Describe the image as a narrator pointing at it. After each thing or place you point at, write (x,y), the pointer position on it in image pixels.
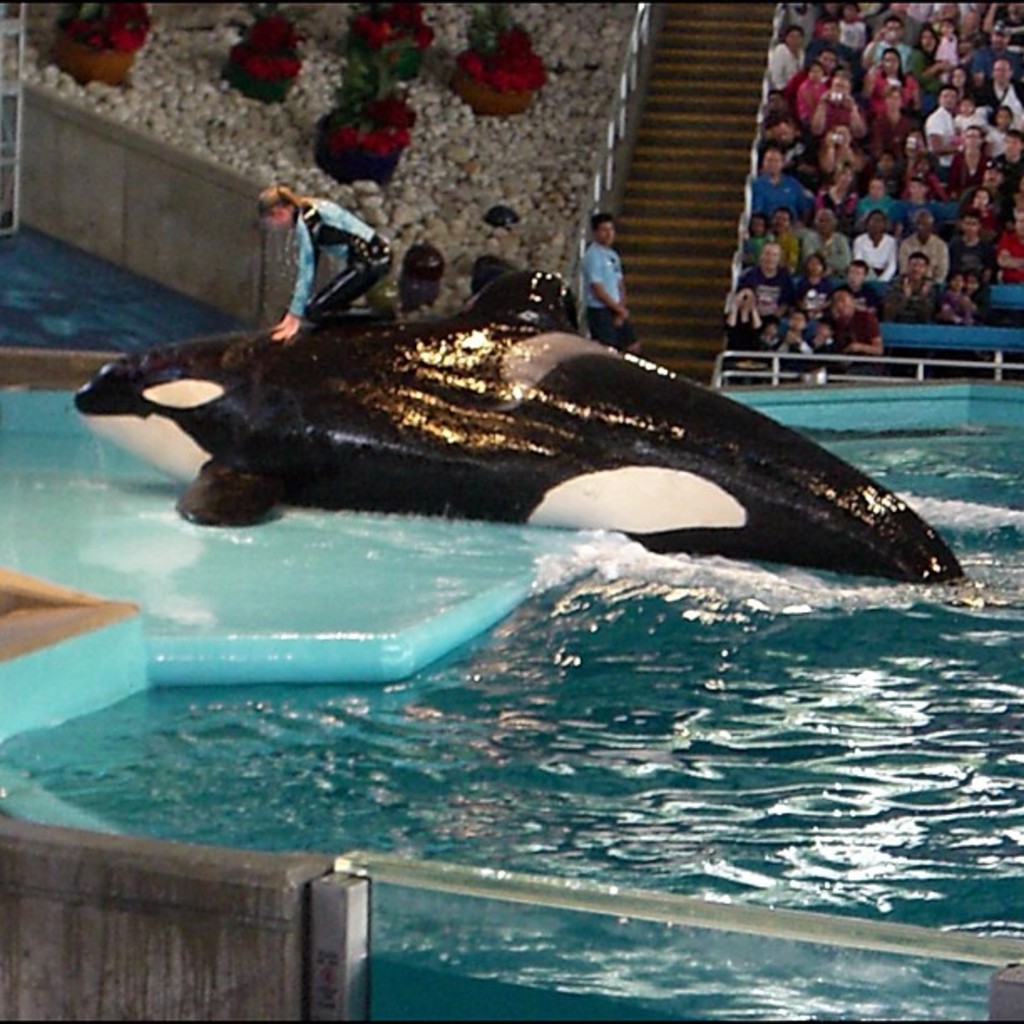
In the foreground of this image (740,511), there is a woman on a whale (473,401) in the swimming pool (24,563). In the background (675,206), there are stairs (675,206), a man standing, railing (631,101), few people (932,105) sitting on the right (882,269) and also we can see few objects (385,42) and white stones (538,137) at the top (525,140).
